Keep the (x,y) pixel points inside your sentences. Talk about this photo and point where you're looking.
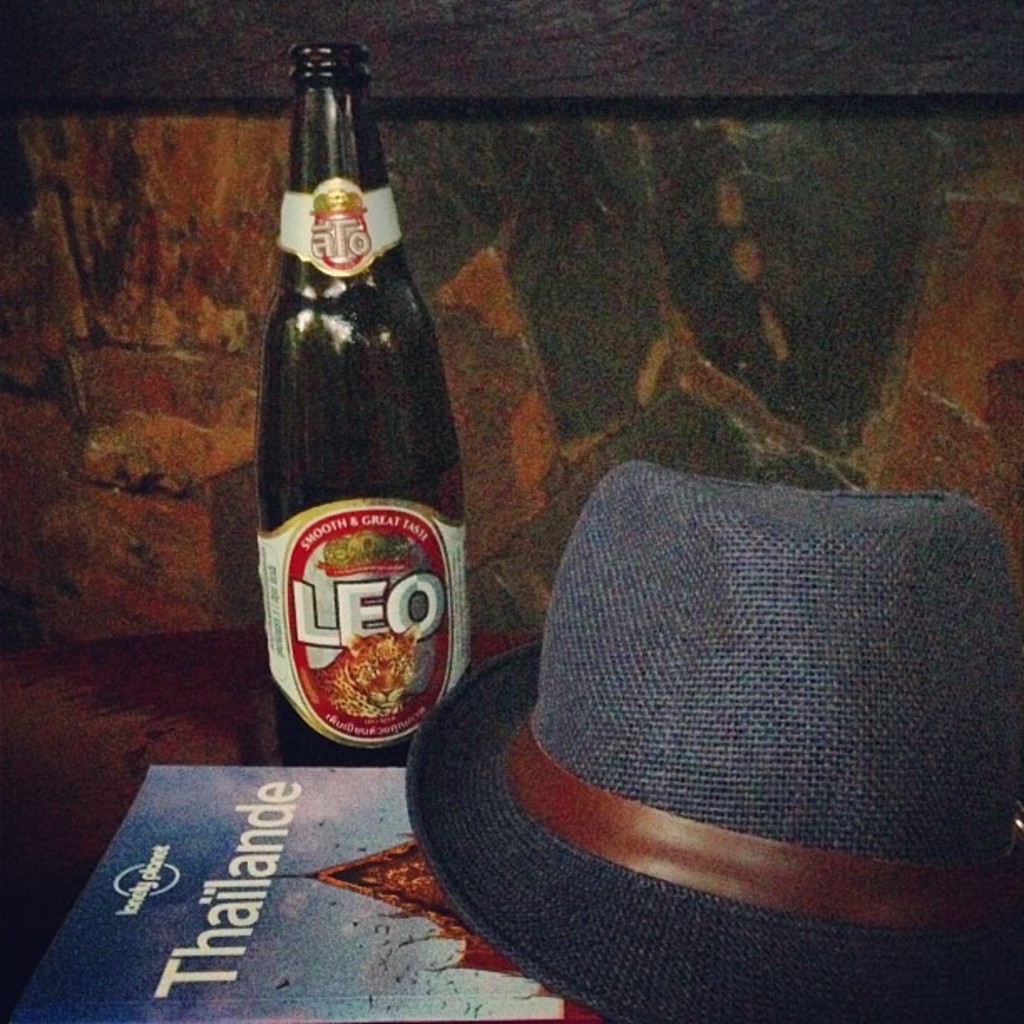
There is a hat (640,615), book (195,913) and a bottle (367,621) in the foreground area of the image (551,837), it seems like a wall (579,334) in the background (487,246).
